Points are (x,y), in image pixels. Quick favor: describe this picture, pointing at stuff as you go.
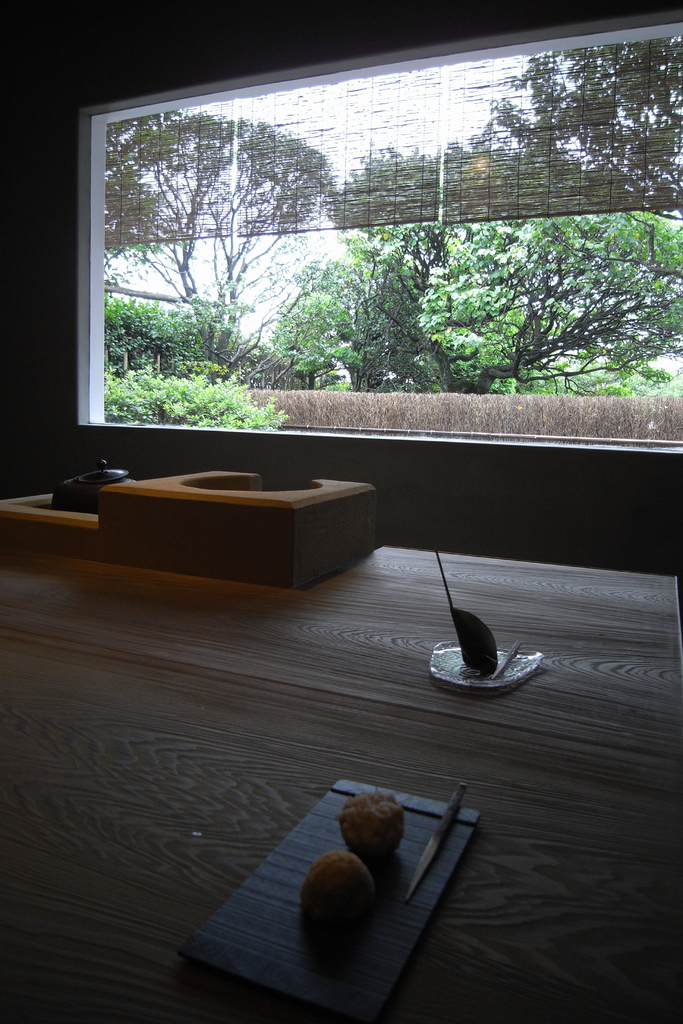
In this image we can see a serving plate (313,858) with food (309,877) on it, bowl (65,490) with lid (93,475) on it, window (103,414), bamboo blinds (558,145), trees (330,287) and sky (417,140).
